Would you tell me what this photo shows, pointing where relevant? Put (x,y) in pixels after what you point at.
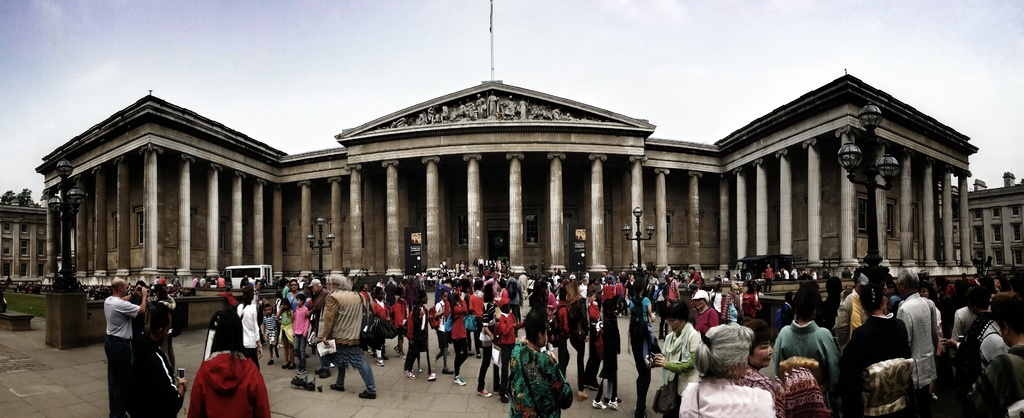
In the foreground of this image (482,369), there is the crowd (200,401) standing and walking on the ground (395,352). In the background (787,191), there is a building (250,190), poles (872,192), a vehicle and the sky (229,120).
